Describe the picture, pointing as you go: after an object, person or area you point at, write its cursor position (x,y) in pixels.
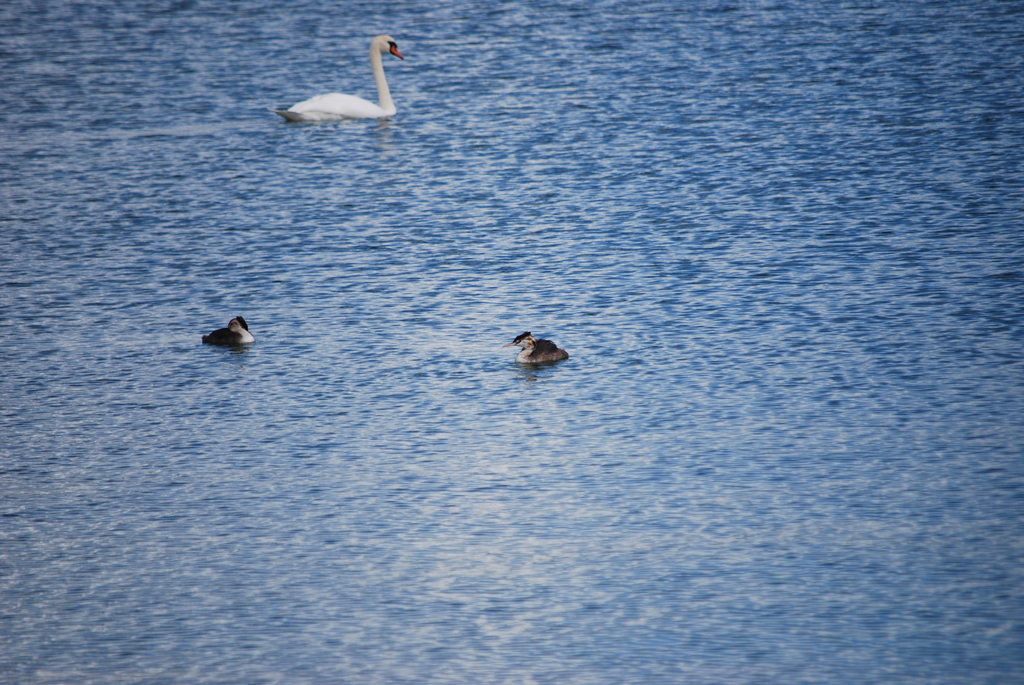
In this image I can see the water (775,180) and few birds (337,117) which are white, black and orange in color.
